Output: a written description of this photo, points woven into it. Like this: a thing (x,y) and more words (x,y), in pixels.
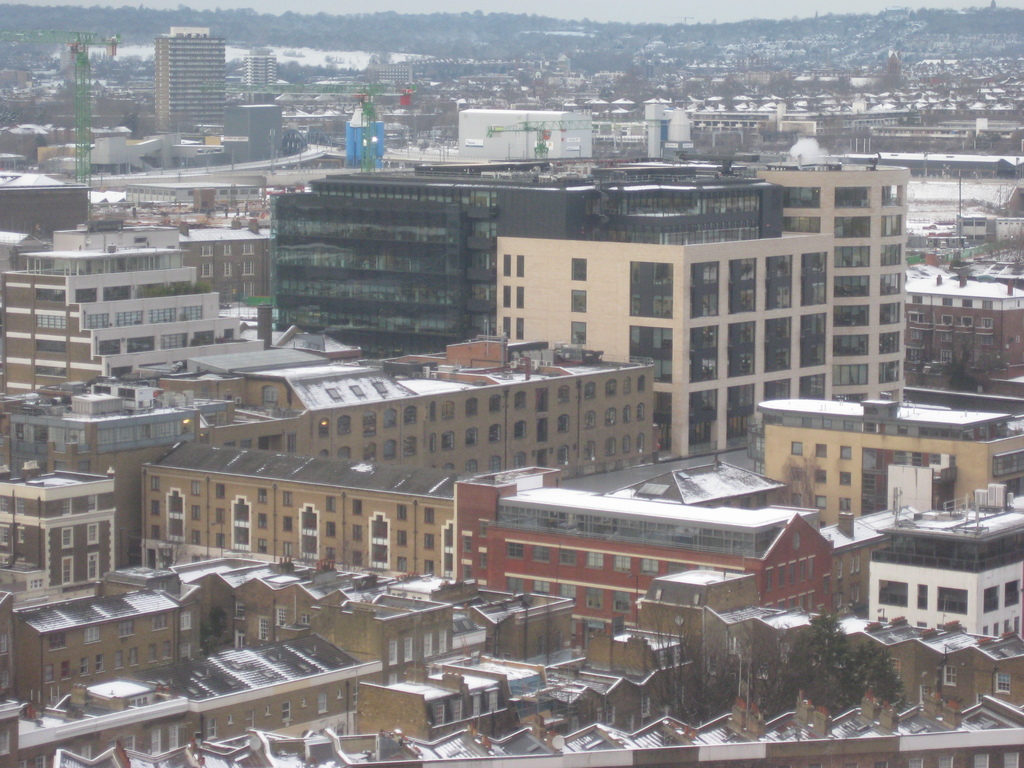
In this images we can see snow (225,579) on the buildings (333,524) and roofs (176,688) and we can see houses (605,720), buildings (268,420), cranes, trees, glass doors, windows (273,242) and sky (670,20).
